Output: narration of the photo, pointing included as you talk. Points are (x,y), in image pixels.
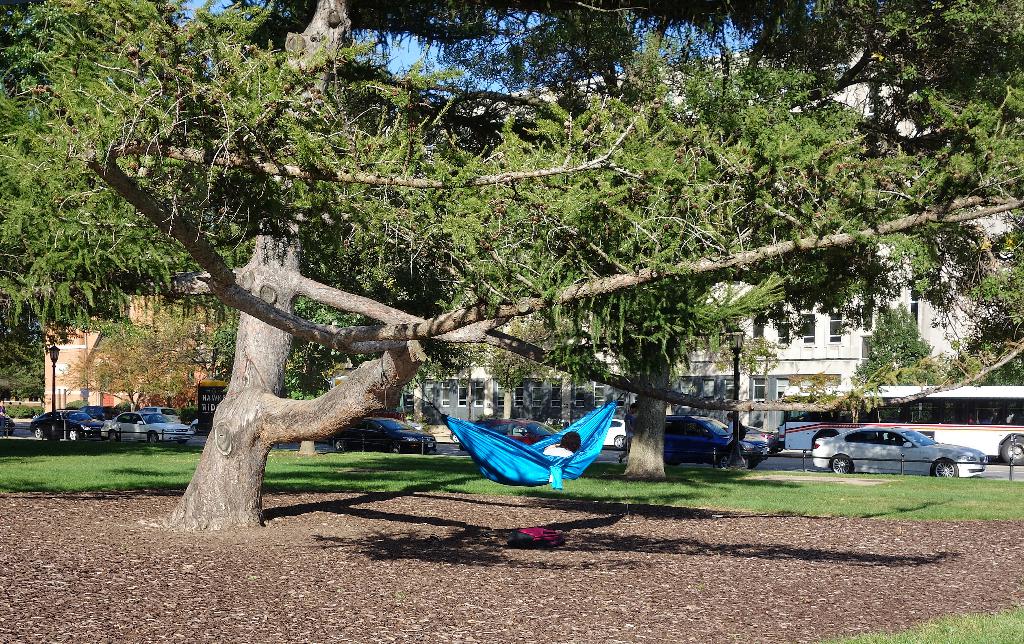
In this picture we can see grass (596,490), vehicles (164,434), poles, lights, trees (112,88), and buildings (755,377). Here we can see a person (572,439) lying on a hammock (587,449). In the background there is sky (362,35).
